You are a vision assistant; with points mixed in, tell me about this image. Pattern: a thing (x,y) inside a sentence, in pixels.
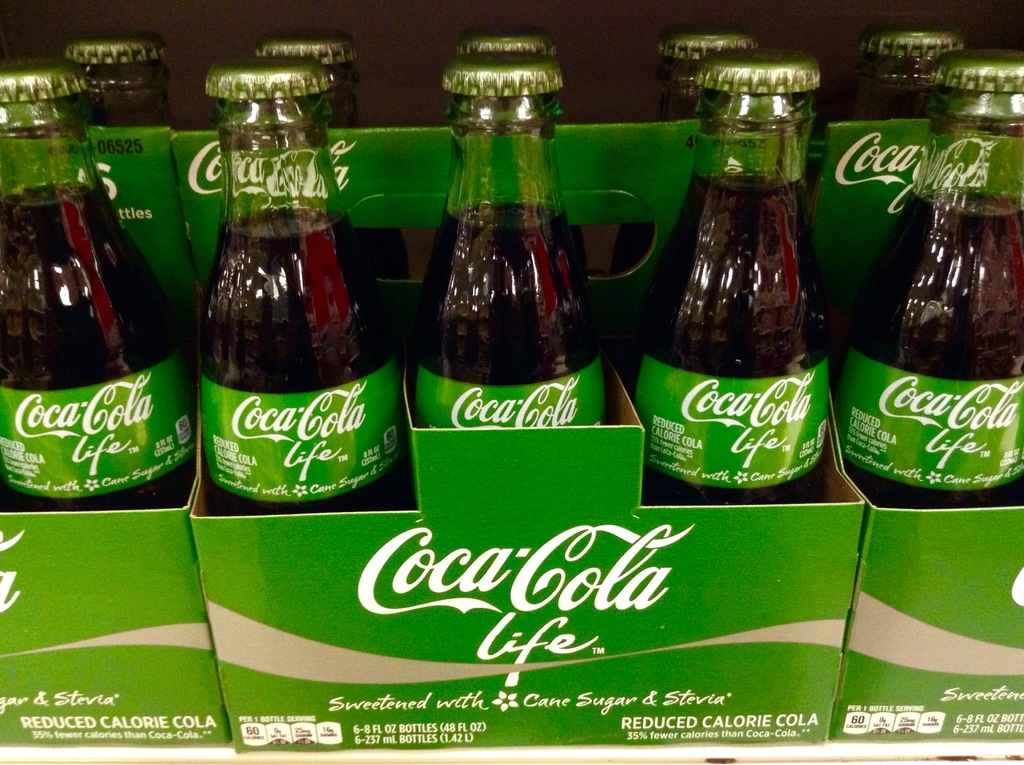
This picture seems to be of inside. In the foreground (677,616) we can see the boxes (380,571) on which the text (569,578) is printed and we can see the bottles (968,191) containing drinks (987,308) are placed in the boxes (683,614). In the background (615,3) it seems to be a wall (615,51).
